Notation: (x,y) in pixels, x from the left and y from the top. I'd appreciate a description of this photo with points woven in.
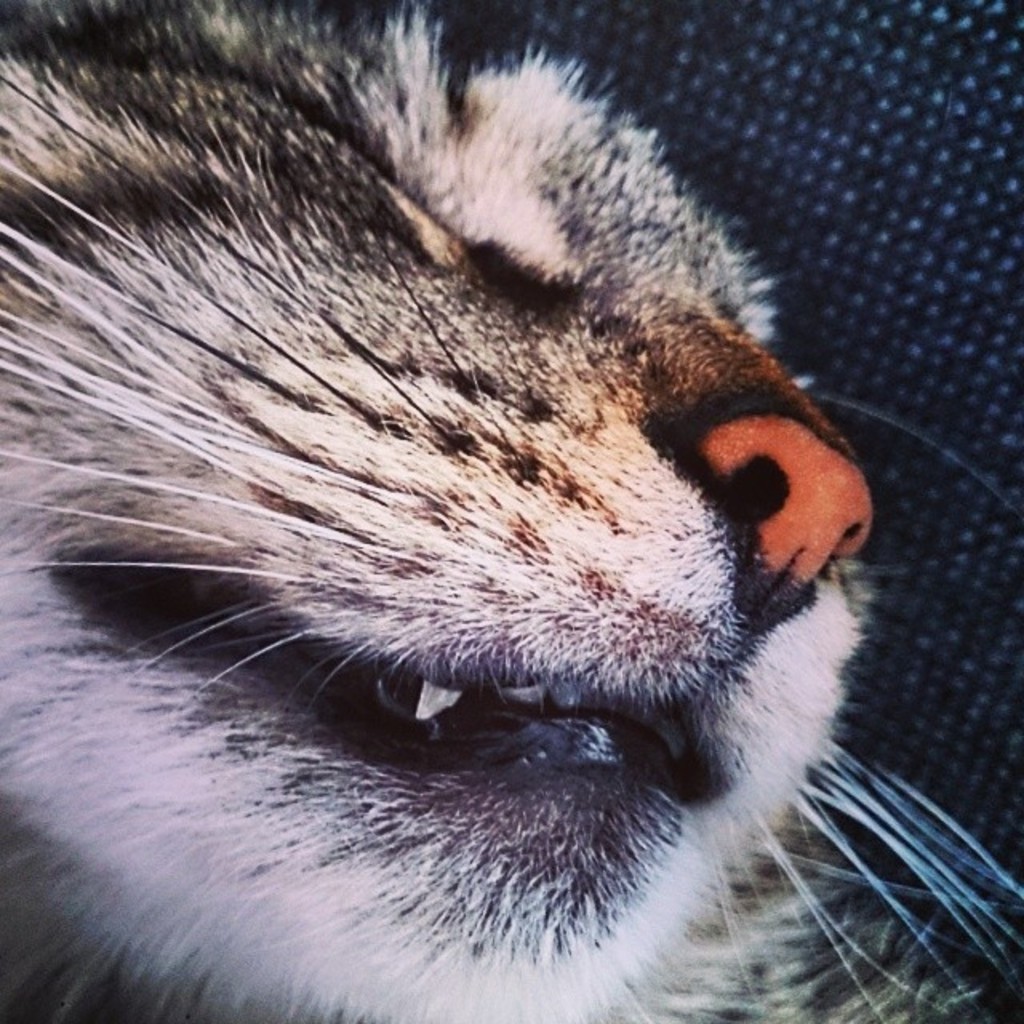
In this picture there is a cat's face (530,225) in the center of the image (585,489).
